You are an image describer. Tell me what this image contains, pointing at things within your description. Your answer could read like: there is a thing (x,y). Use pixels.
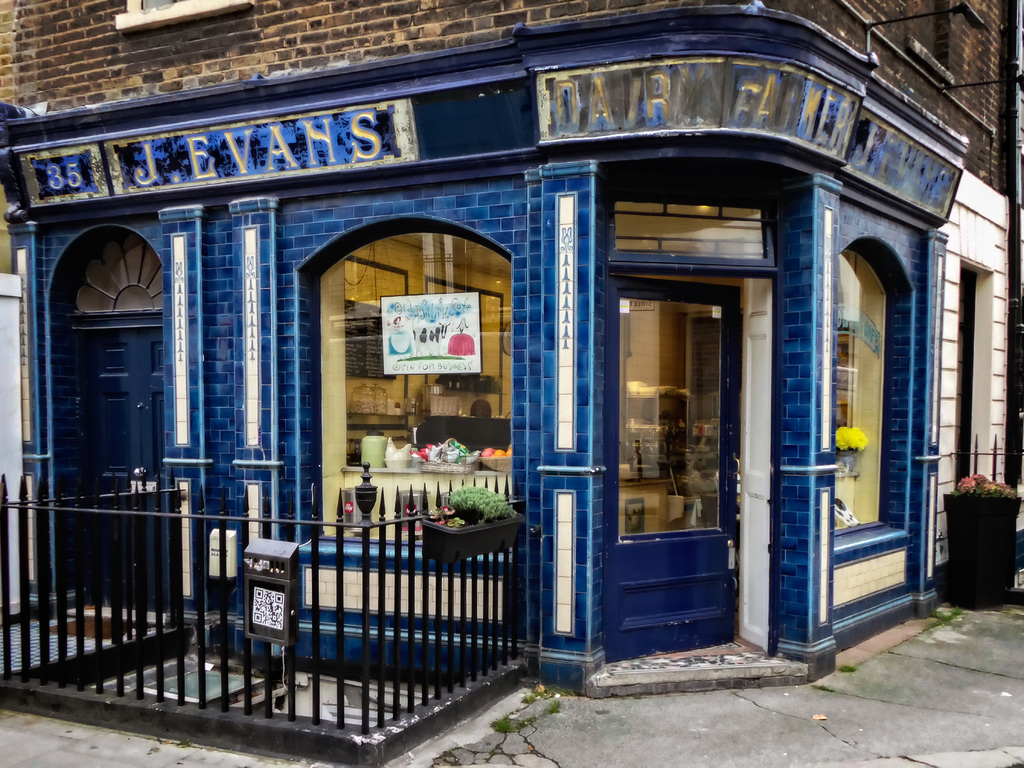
In this image it looks like a store (583,275) at the bottom (403,597). At the top (517,122) there is a building (215,100). On the left side (64,633) there is a fence (225,632). There is a door (680,511) in the middle (678,469). On the right side (952,527) there is a flower pot (975,547) on the floor (969,652). There is a poster (406,355) on the glass wall (383,363). In the store (411,419) there are so many things (436,461) kept on the table (430,483).
